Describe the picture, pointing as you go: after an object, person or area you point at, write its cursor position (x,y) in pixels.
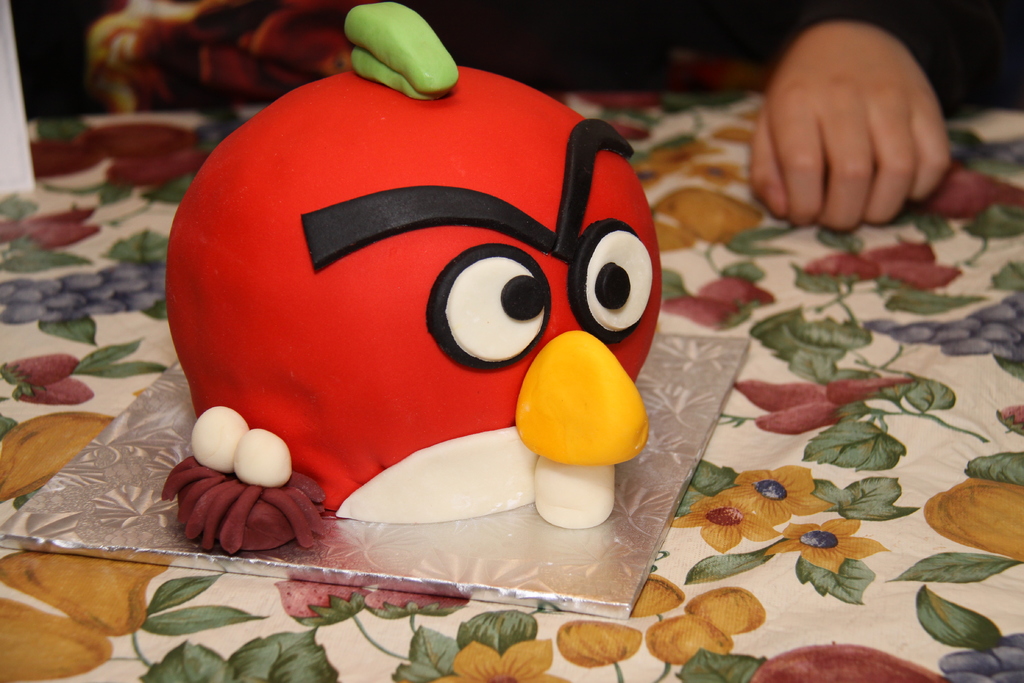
In the center of the image (430,284) we can see cake (281,404) placed on the table (776,593). In the background (849,148) we can see persons hand (832,74).
